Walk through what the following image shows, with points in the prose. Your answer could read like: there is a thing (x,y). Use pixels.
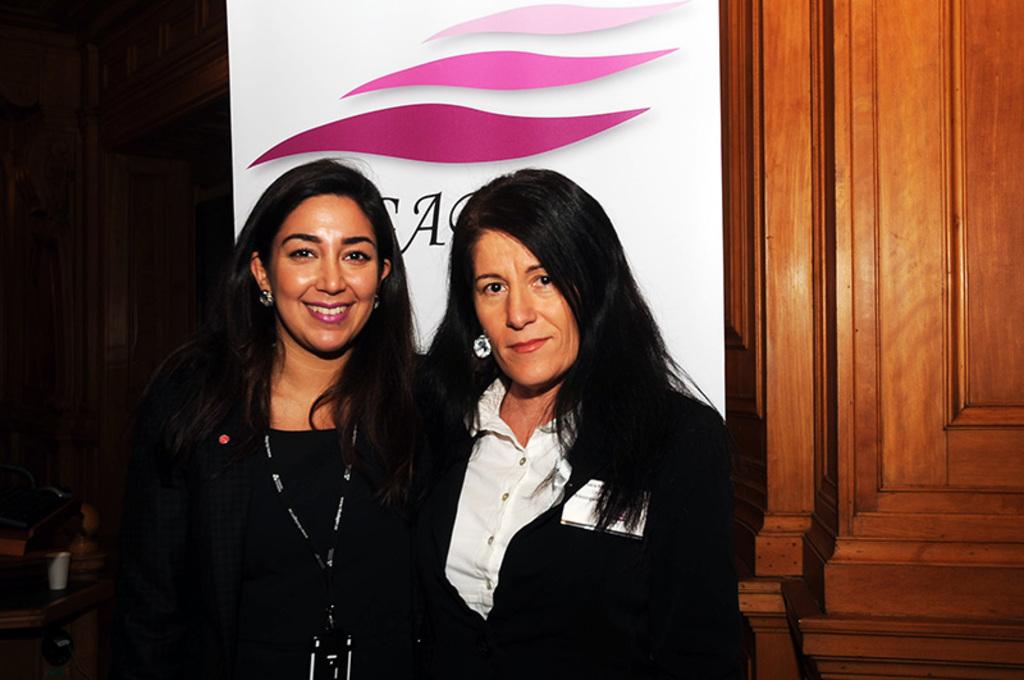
In this image we can see two women (329,523) smiling. In the background (441,223) we can see a banner (475,162) with the text (428,206). We can also see the wooden door (871,348). On the left (50,593) there is a cup (64,562) on the table (54,610).
